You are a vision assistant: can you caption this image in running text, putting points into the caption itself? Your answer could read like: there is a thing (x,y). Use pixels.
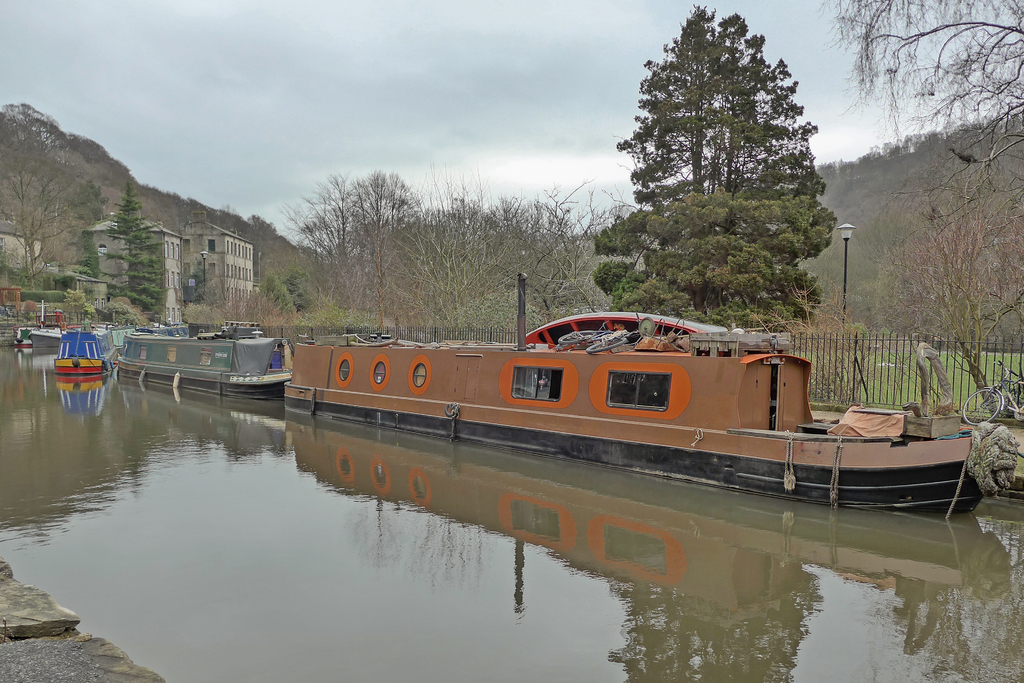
At the bottom of the image (516,536) there is water (11,361). On the water (98,503) there are ships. On the right corner of the image (1000,387) there is a bicycle (1011,392). Behind the ships (47,315) there is fencing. Behind the fencing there are trees (814,219) and also there are few buildings (197,250). At the top of the image (390,65) there is sky (362,55).
